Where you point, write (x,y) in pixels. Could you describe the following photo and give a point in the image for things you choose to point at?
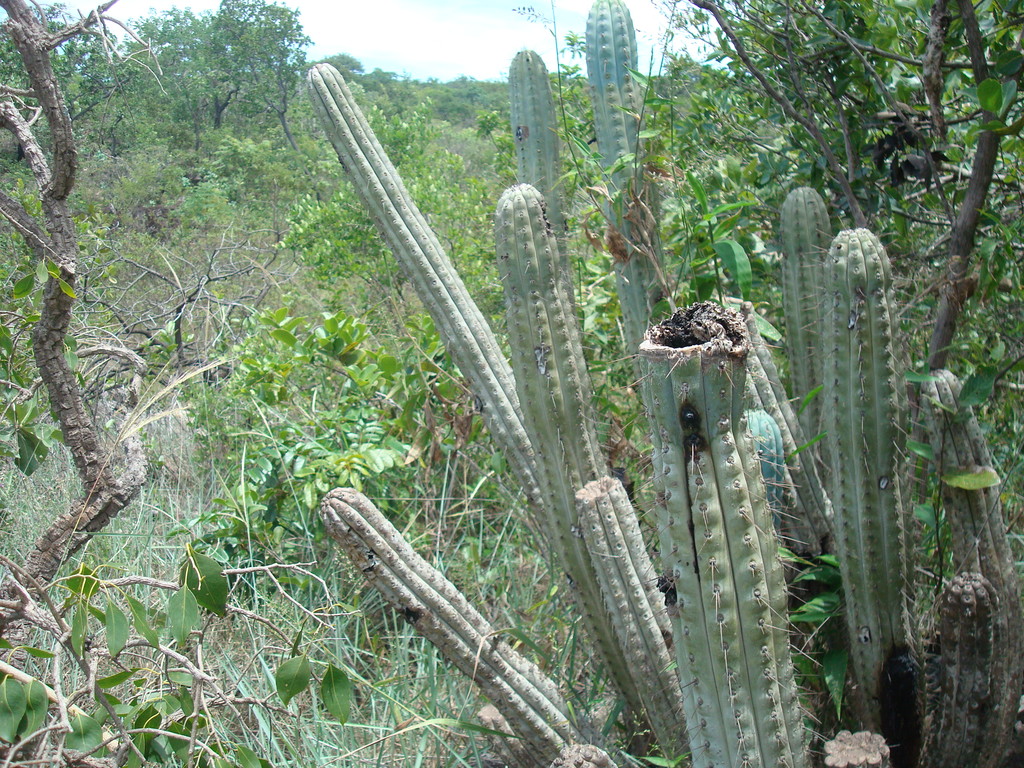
This picture consists of forest (690,236), in the forest (262,264) I can see trees (273,110) and plants (619,35), at the top (453,12) there is the sky (410,34) visible.
